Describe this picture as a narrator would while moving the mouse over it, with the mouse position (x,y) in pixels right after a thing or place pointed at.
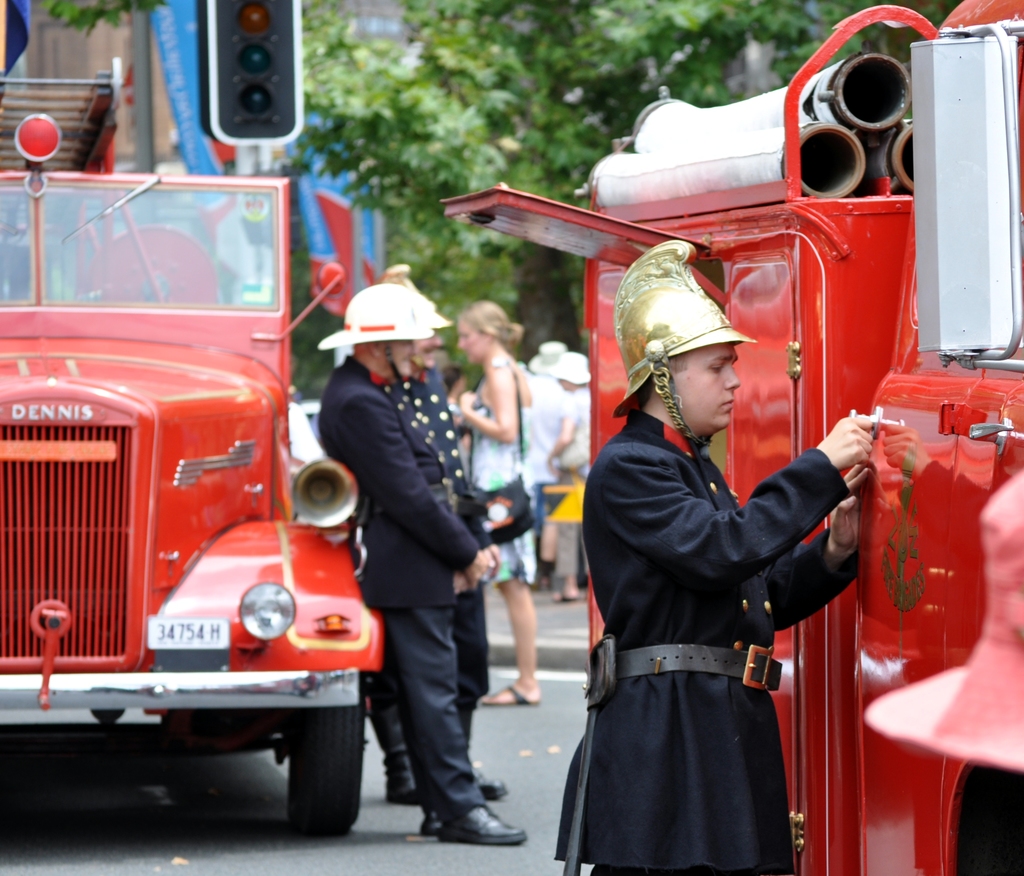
On the right side of the image (880,308) there is a vehicle (800,383). Beside the vehicle (800,421) there is a man (703,581) with a helmet (657,294) on his head (702,358). And on the left side of the image (329,534) there is a vehicle (217,532). Beside the vehicle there are two men (420,417) with helmets (404,324) on their heads (403,354). Behind them there are few people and also there are trees (365,161) and some other things (60,30) in the background (750,32).
